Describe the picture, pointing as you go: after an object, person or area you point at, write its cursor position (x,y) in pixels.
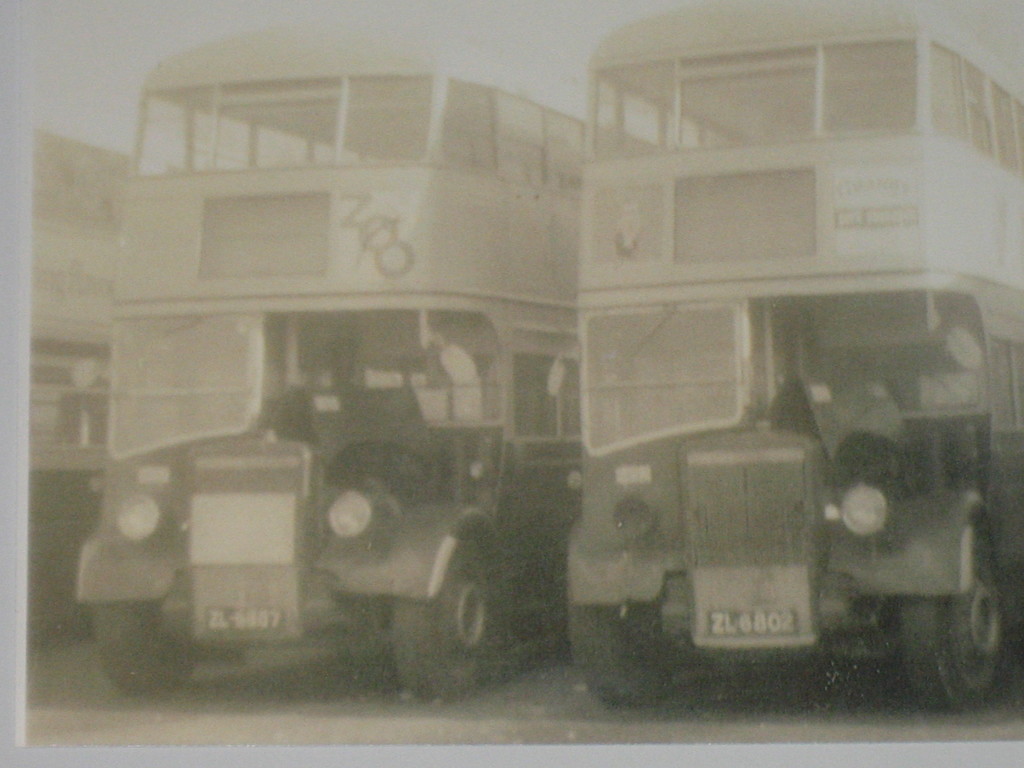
This is a blurred image. In this there are double decker buses (412,398). On the buses (698,615) there are number plates (255,613) and something is written on that.
